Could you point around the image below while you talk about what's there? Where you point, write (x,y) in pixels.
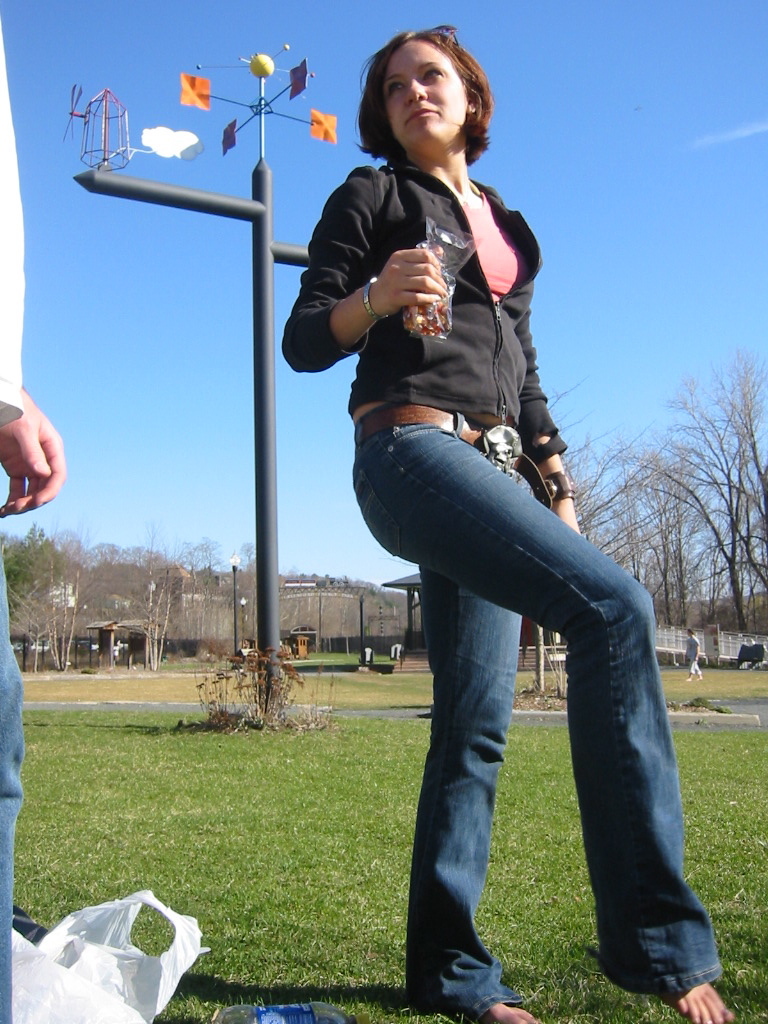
There is a woman (592,768) holding a cover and we can see covers (90,1020) and bottle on the grass (251,960). On the left side of the image (3,195) we can see a person (9,209). We can see weather forecasting device (165,132) and plants (229,671). In the background (230,601) we can see trees (34,624), shed (392,584), person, poles (362,595), board (709,643) and sky (205,312).
